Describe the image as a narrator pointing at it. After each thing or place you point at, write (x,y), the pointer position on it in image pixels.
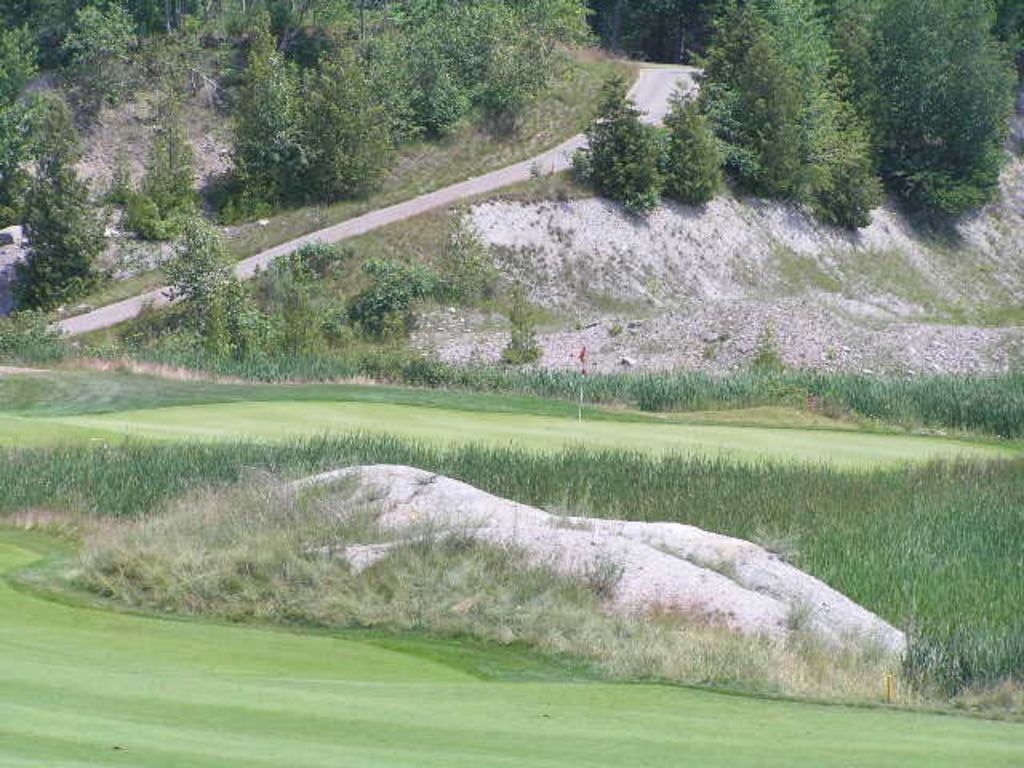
In this picture I can see the golf ground (115,735). In the background (890,193) I can see the road (130,311), mountain (596,309) and trees (630,171). On the right (828,436) I can see the plants (961,468) & grass (992,496). In the ground (566,408) I can see the flag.
